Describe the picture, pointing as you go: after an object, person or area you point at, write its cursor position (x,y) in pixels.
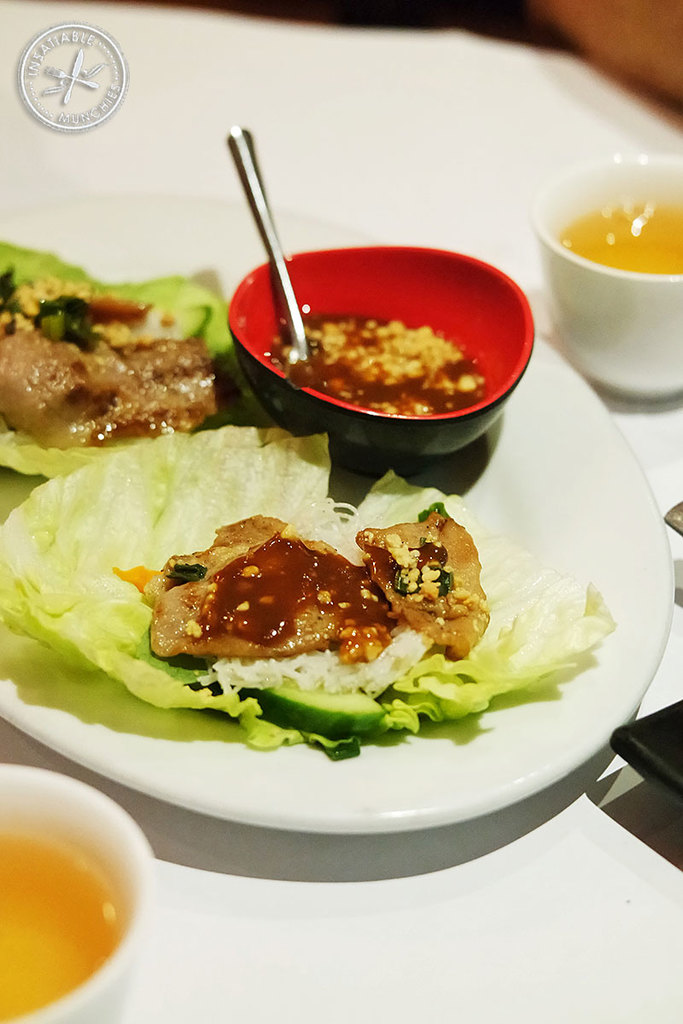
In this picture I can see there is a plate (404,733) of food (329,609) and there are two cups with tea (663,244) and there is a logo (99,124) on the picture.
